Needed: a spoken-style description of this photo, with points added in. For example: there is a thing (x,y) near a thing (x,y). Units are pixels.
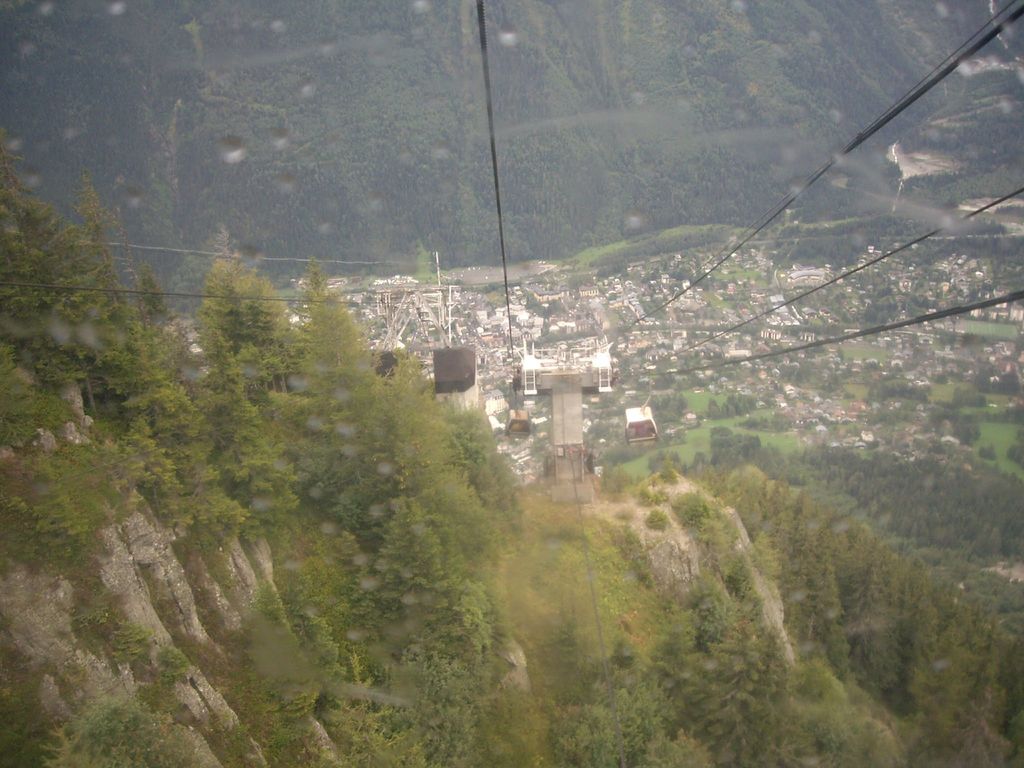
This image is clicked outside. It looks like it is clicked from a ropeway cabin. In the front (568,451), we can see a pillar (597,349) and strings (724,334) tied to it. And there are two ropeway cabins (518,424). On the left (196,489), there is a mountain (188,532) covered with trees (57,376) and plants (52,520). In the background (632,341), we can see many houses (761,342) and mountains (425,127).
